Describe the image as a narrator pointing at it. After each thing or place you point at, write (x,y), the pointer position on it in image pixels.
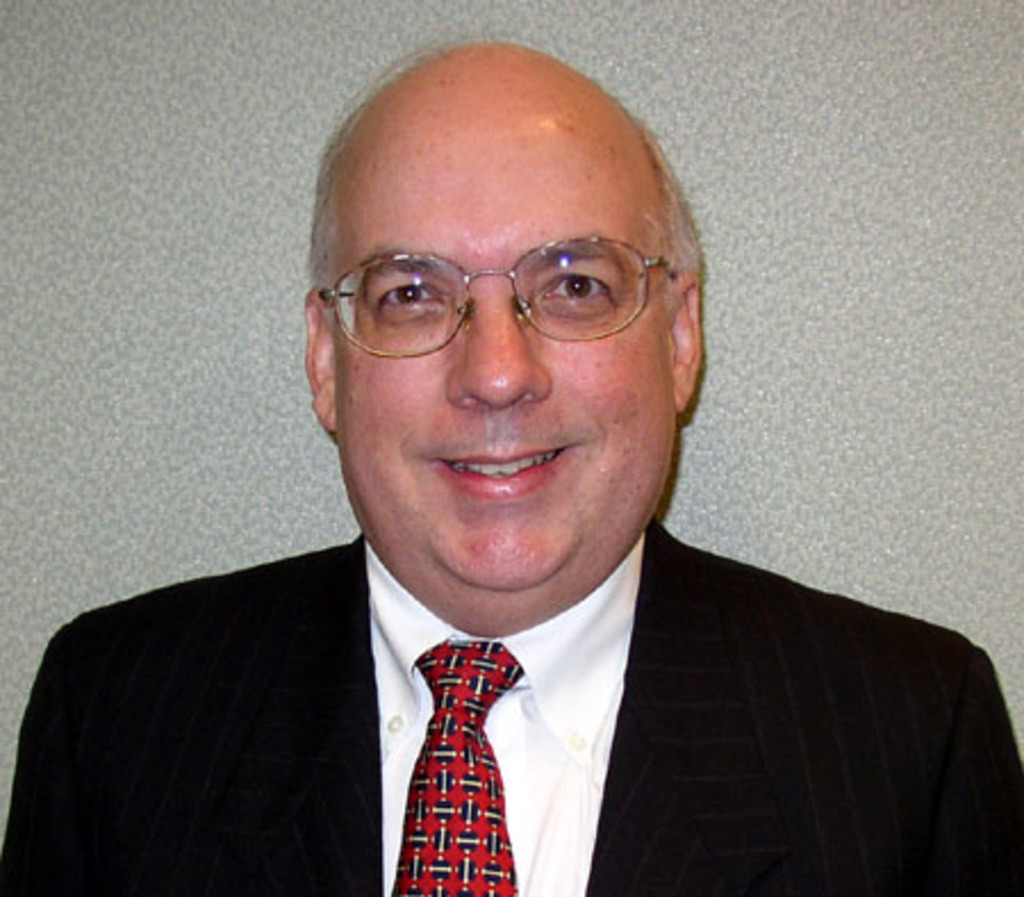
In this image I can see a person (432,406) wearing white shirt (527,645), red tie (479,736) and black blazer (369,751) is smiling and I can see the ash colored background (95,450).
